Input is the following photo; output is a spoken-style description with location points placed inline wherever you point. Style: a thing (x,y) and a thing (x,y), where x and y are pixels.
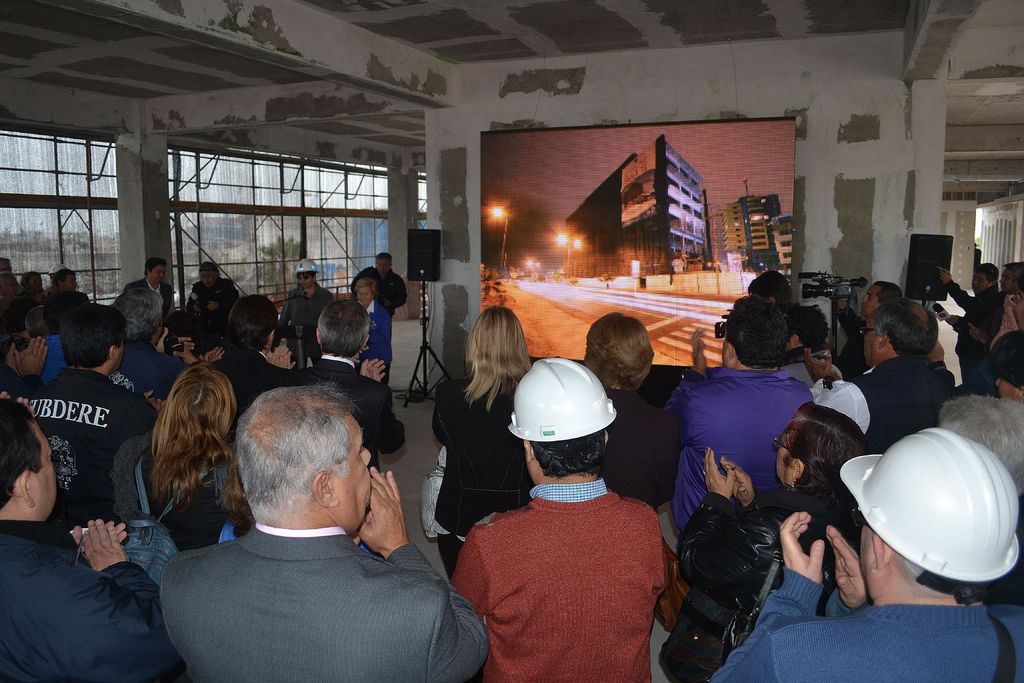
In the picture I can see many people (185,437) are standing on the floor (403,494). In the background (480,294), I can see the projector screen (609,288) where I can see some image (537,233) is displayed, I can see speaker boxes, video cameras (849,286) fixed to the tripod stand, the wall (758,100) and glass windows (223,249) through which I can see trees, buildings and the sky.
